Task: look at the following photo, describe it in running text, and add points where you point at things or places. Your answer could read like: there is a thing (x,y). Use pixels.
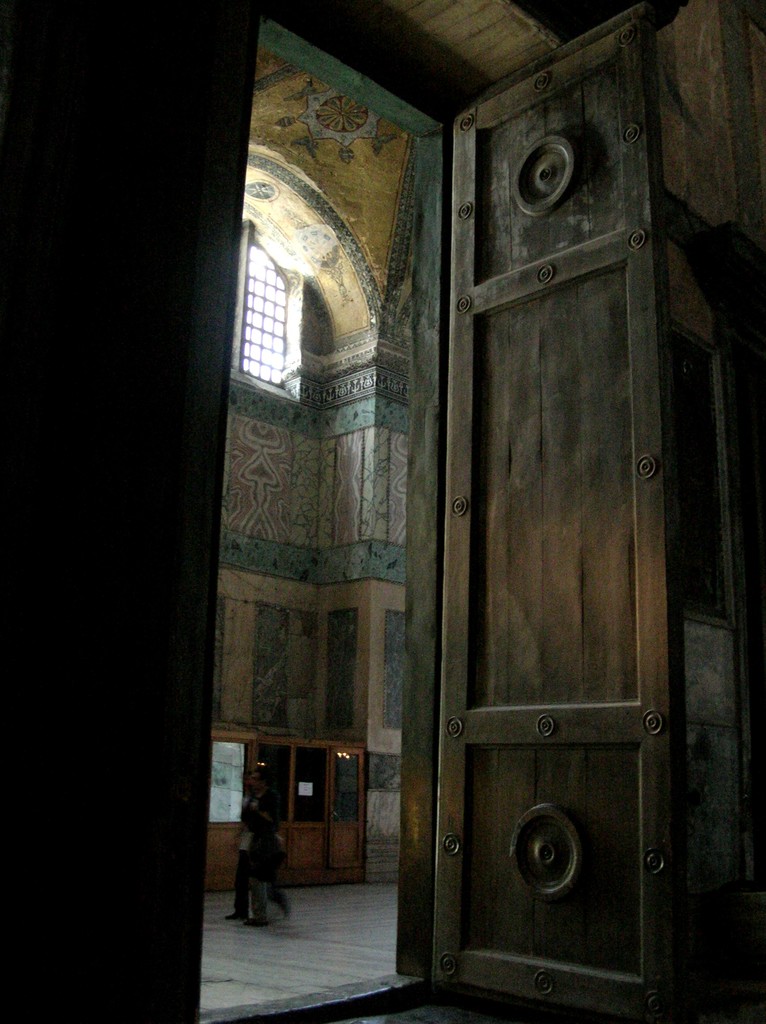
In this image we can see persons (266,808) standing on the floor (397,893), door (501,729), walls (303,351) and window (278,333).
